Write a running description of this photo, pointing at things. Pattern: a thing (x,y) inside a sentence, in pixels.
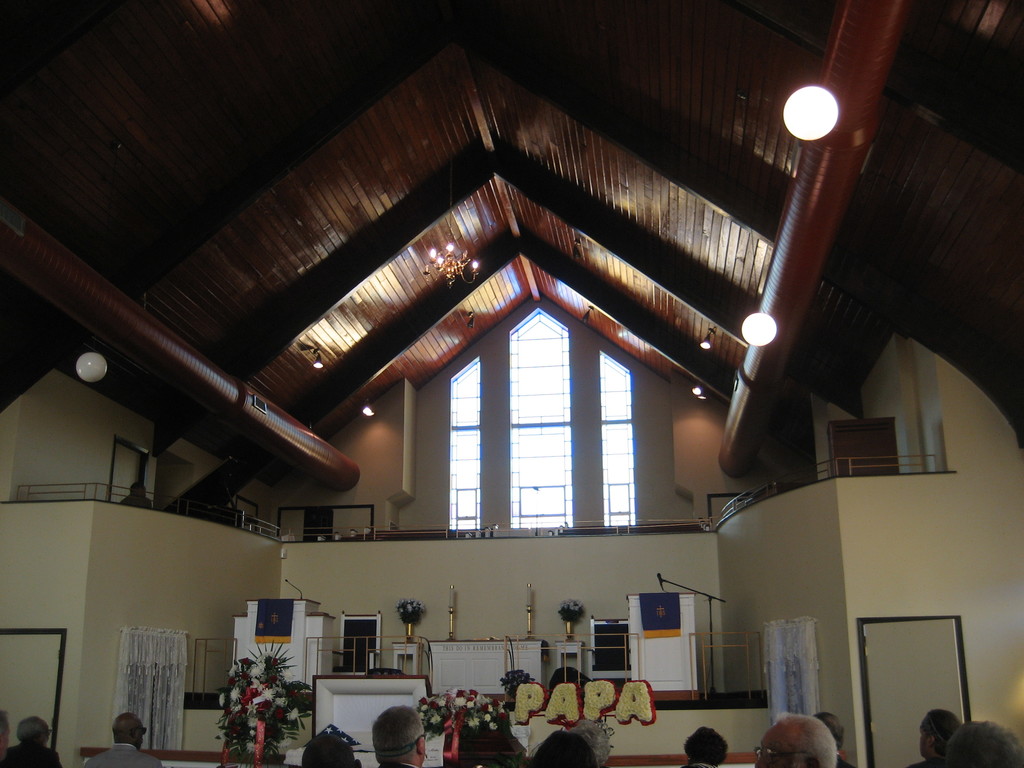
In this picture, we can see a few people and the interior view of a church (660,639) where we can see some podiums (643,643), flower pots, microphones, text craft (634,710), stage (679,727) and a roof top (408,271) with lights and a wall (382,567) with doors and fencing (404,650), glass windows (470,485).
